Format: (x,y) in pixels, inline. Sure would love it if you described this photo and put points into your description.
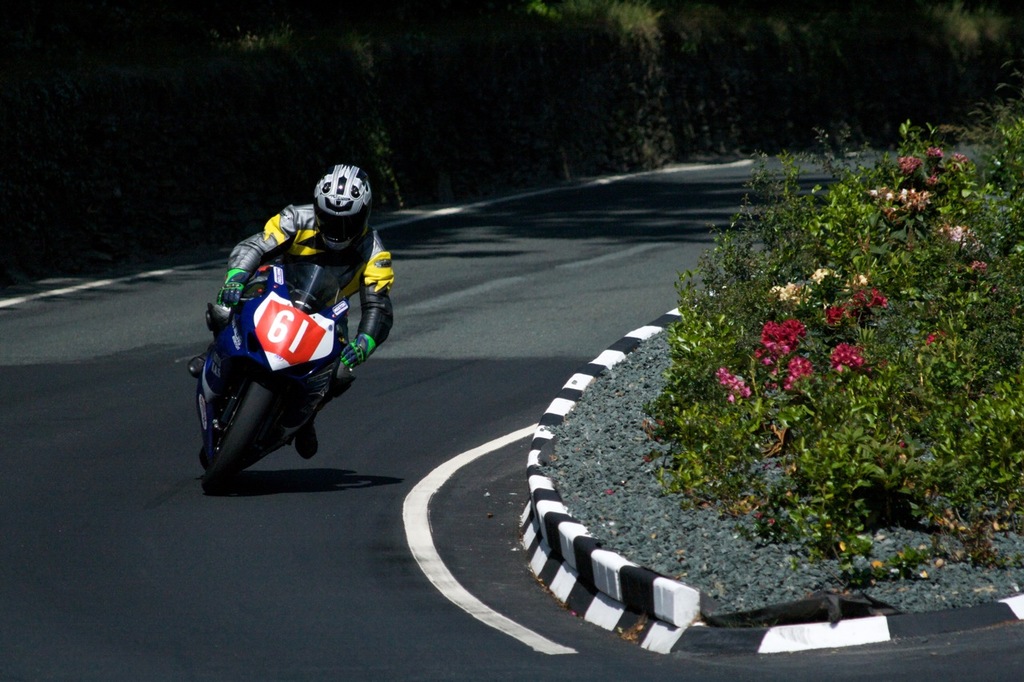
In this picture there is a man (361,293) who is driving a bike (242,364) on the road (182,516). On the right (860,391) I can see some flowers (770,360) on the plants (907,325). In the background (947,5) I can see many trees (947,5).
